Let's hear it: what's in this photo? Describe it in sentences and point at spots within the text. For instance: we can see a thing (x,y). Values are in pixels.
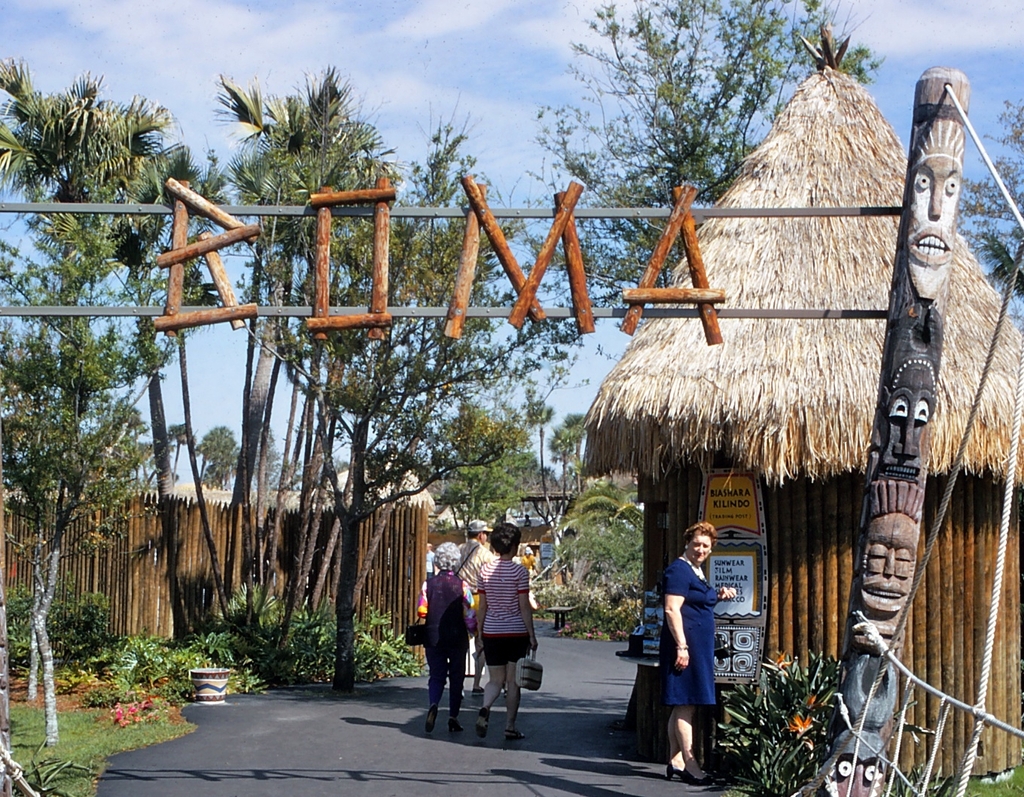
In this picture we can see a woman (684,571) is standing and some people (483,661) are walking on the path (511,747). On the right side of the woman (707,587) there is an arch (933,165) with a name board (580,289) and ropes (971,764). Behind the people (427,607) there are plants (91,665), trees (32,407), huts (746,425), wooden fence (180,533) and the sky (517,147).
